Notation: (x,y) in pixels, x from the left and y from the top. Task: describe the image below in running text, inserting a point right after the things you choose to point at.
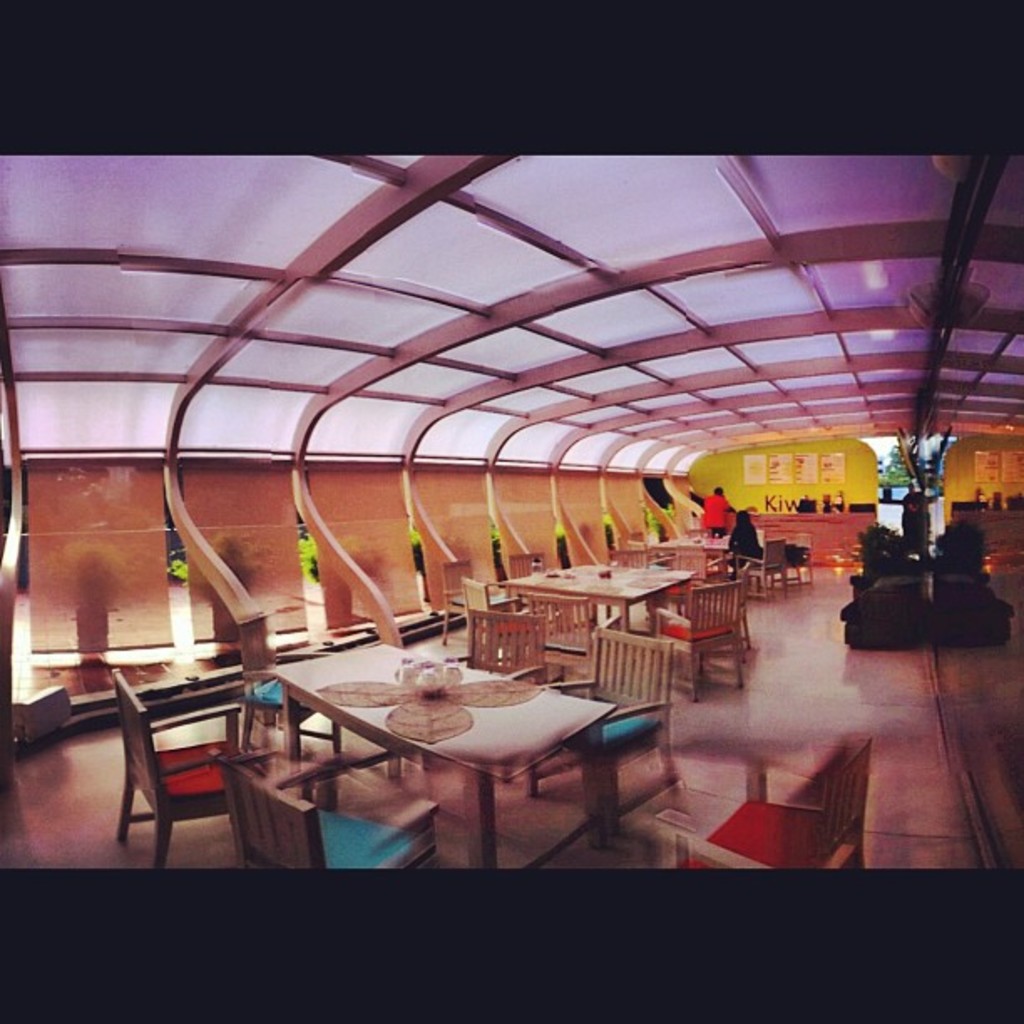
In this image there are tables (439,743) and chairs (599,780). We can see people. In the background (773,465) there are boards (810,471) placed on the wall (858,464). At the top (401,331) we can see a roof (629,327).
